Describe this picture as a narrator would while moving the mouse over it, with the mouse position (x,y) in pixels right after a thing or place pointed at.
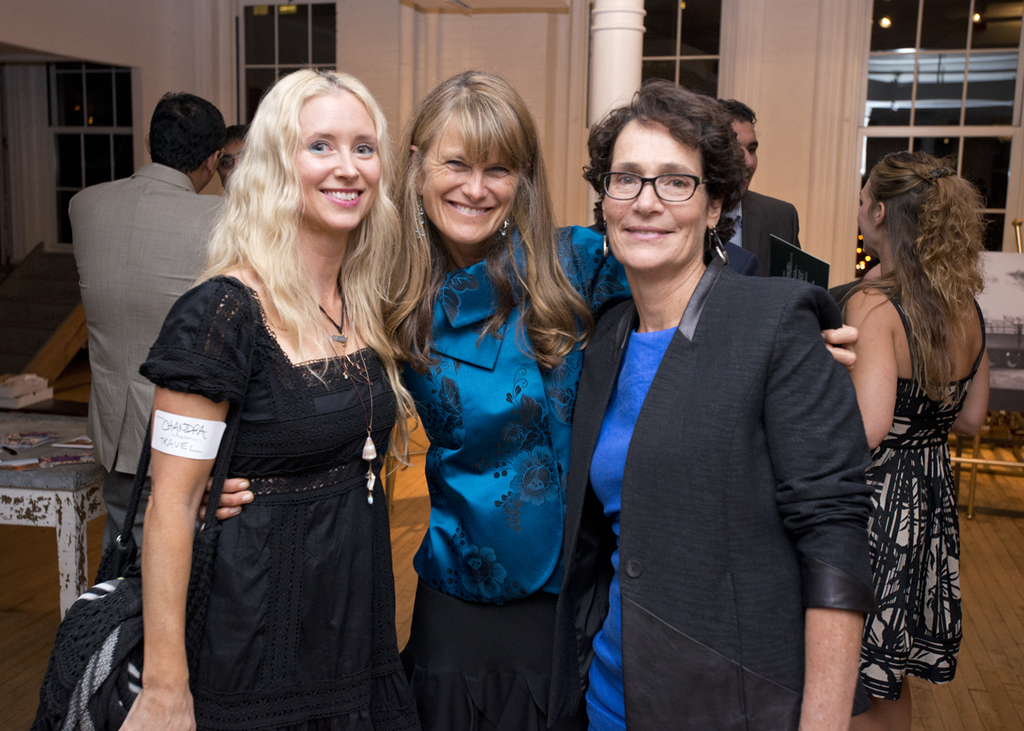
In this picture I can observe three women (431,438). All of them are smiling. One of them is wearing spectacles (666,189). Behind them there are some people (767,218) standing. In the background (365,51) there is a wall (441,41).
